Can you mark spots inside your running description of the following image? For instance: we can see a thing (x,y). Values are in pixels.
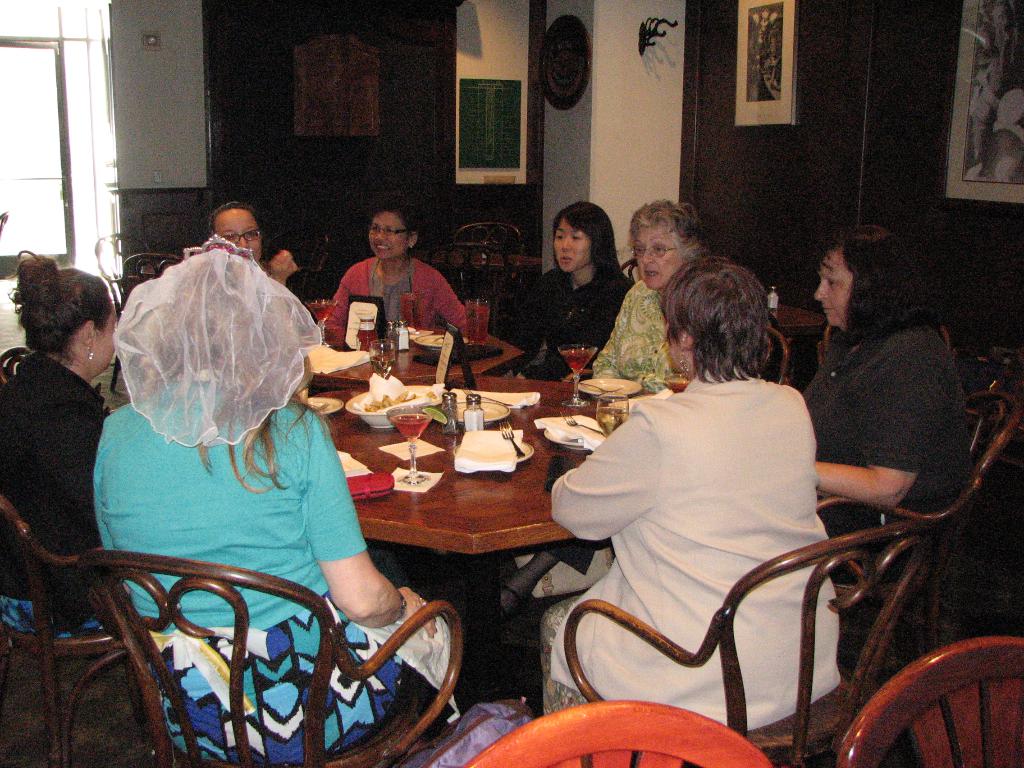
There are few women (838,344) sitting around the table (470,501). On the table (476,488) there are drinks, salt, pepper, fork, plates (371,418), tissues (486,462), fries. The chair (505,260) is of brown color, the woman (661,230) who is wearing green and white dress (641,326) wearing spectacles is speaking something, in the background (663,175) we can see few wall posters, a wall (627,124) is of white color, a window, a wardrobe (369,110).
